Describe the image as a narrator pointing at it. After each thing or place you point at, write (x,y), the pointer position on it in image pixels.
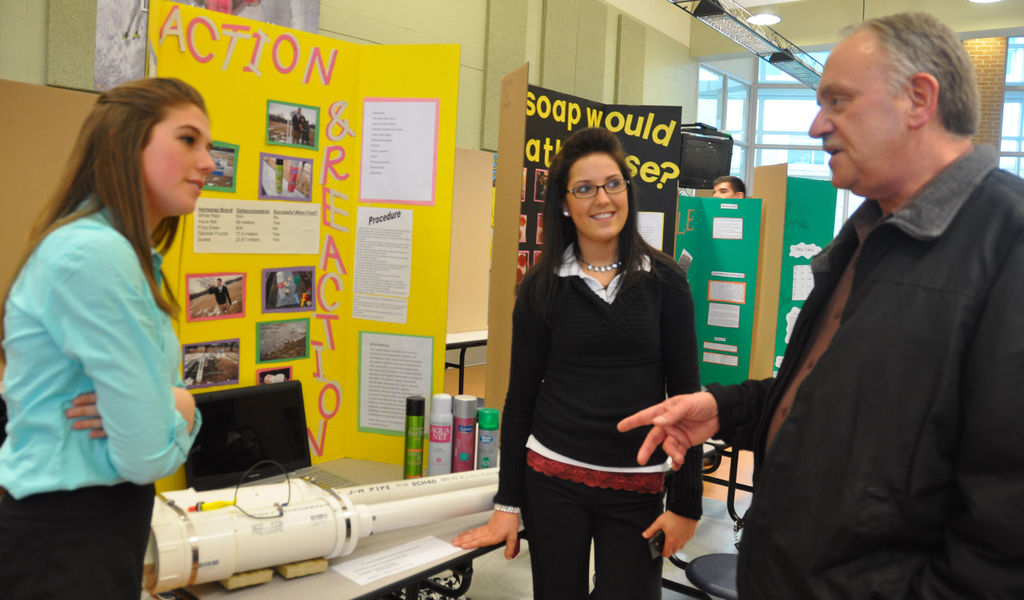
In the picture we can see a man (877,338) standing and saying something to the two women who are standing in front of man (804,363) and they are smiling and near them, we can see a table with a monitor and something is placed on it and behind it, we can see some boards (720,369) with some papers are pasted to it and to the ceiling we can see a light (754,34) and near it we can see a glass wall (743,123).
